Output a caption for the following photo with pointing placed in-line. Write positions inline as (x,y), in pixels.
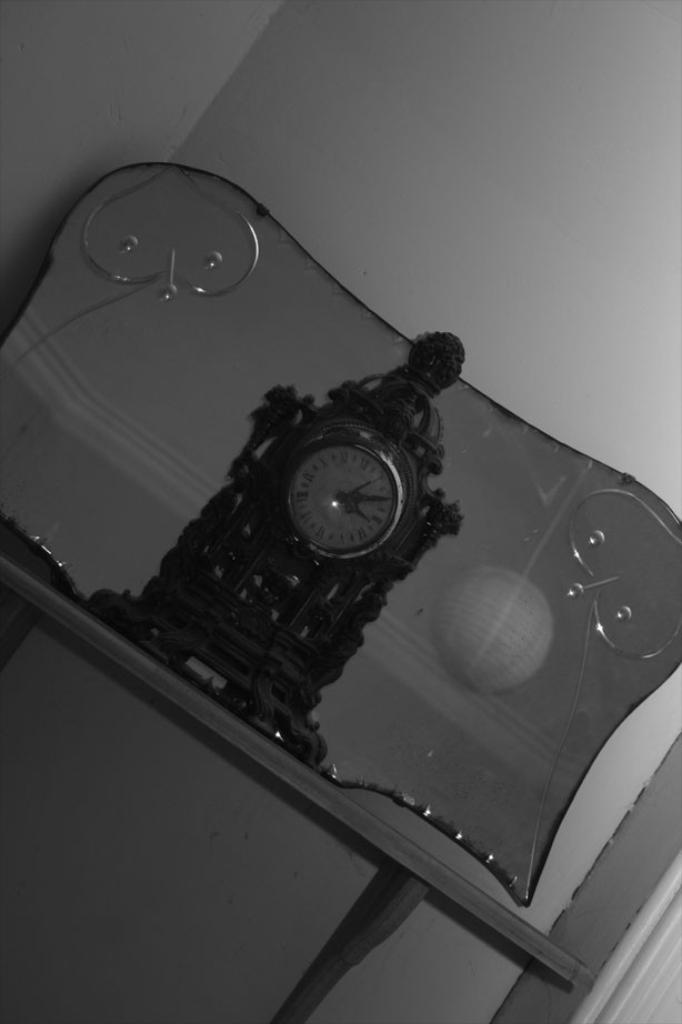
This is a black and white pic. In this image we can see a clock (252,490) and a mirror (265,226) on a table (21,636) at the wall (646,448) and on the right side (643,931) at the bottom corner (650,936) we can see an objects (659,919) and on the glass (108,465) we can see the reflection (125,406) of a spherical object (534,635) and ceiling (195,444).
